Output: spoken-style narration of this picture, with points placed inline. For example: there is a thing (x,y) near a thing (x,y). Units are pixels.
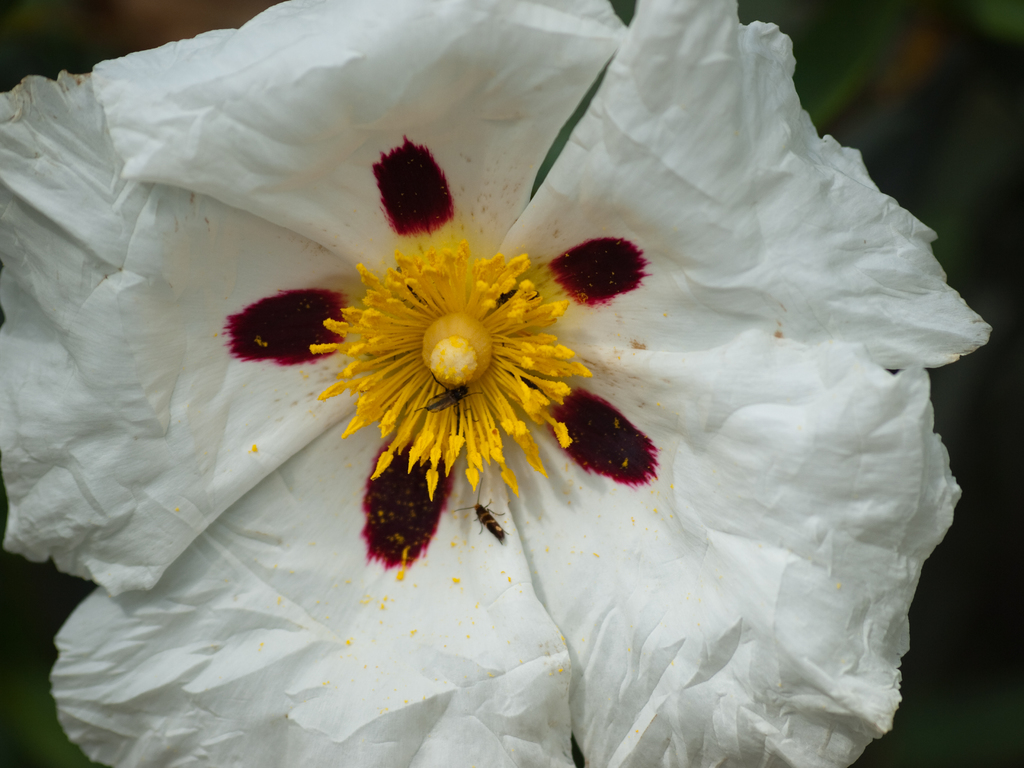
The picture consists of a flower (311,262). The flower (469,298) is in white color. The background (19,657) is black.
